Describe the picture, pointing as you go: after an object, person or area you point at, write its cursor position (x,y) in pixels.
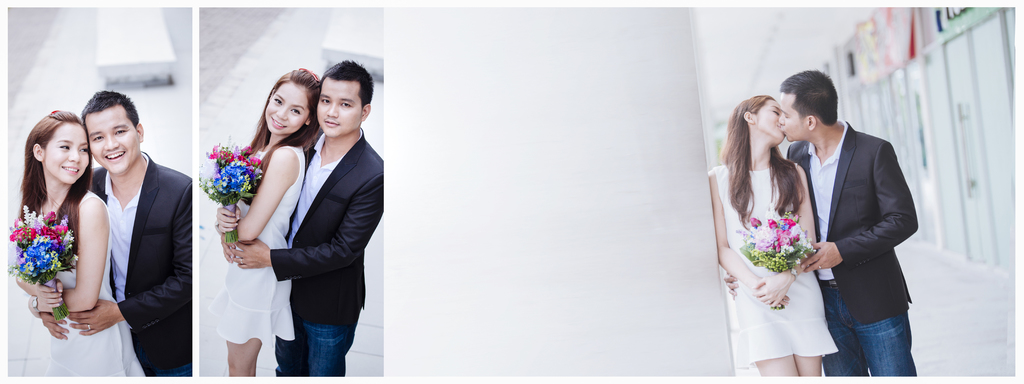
This image is edited and made as a collage. There is floor (142,110), there is an object (141,74), there are people (100,298) and there is a person (27,293) holding flower bouquet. There is floor (983,278) and there are doors (961,192).
